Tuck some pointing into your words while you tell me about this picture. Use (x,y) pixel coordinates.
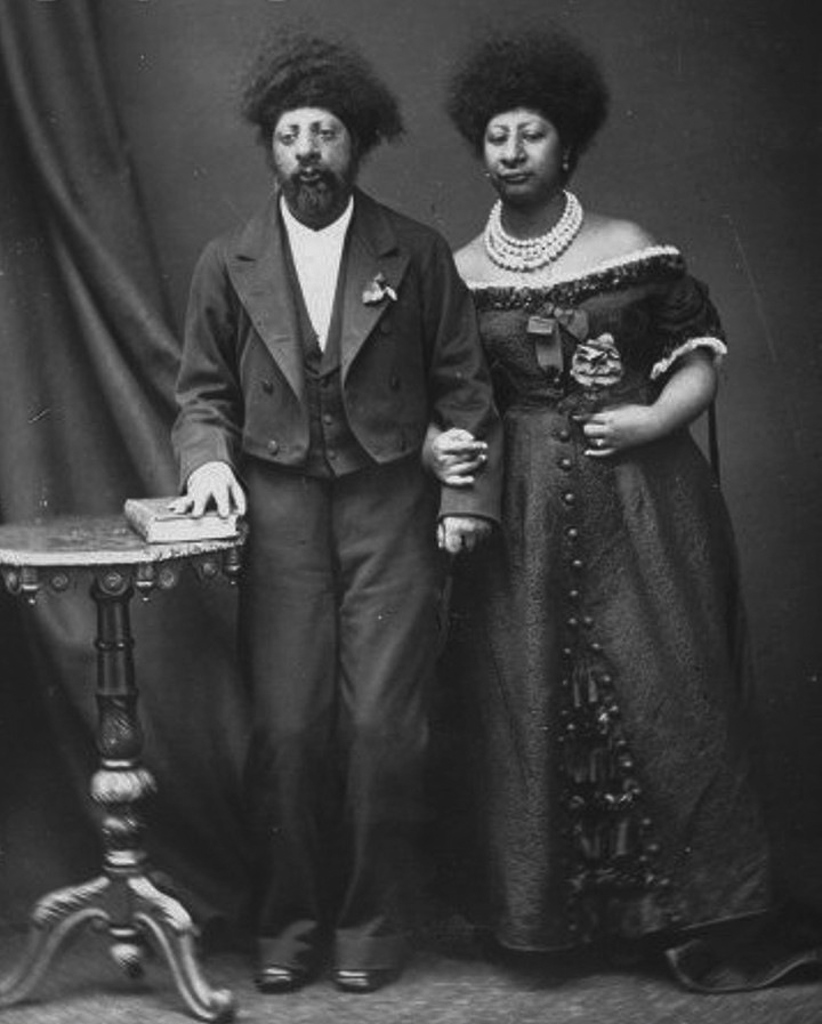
This is a black and white image. In this image we can see man (418,413) and woman (574,462) standing on the floor (417,999). On the left side of the image (117,657) we can see table (117,667) and book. In the background (18,73) there is curtain (16,60).
